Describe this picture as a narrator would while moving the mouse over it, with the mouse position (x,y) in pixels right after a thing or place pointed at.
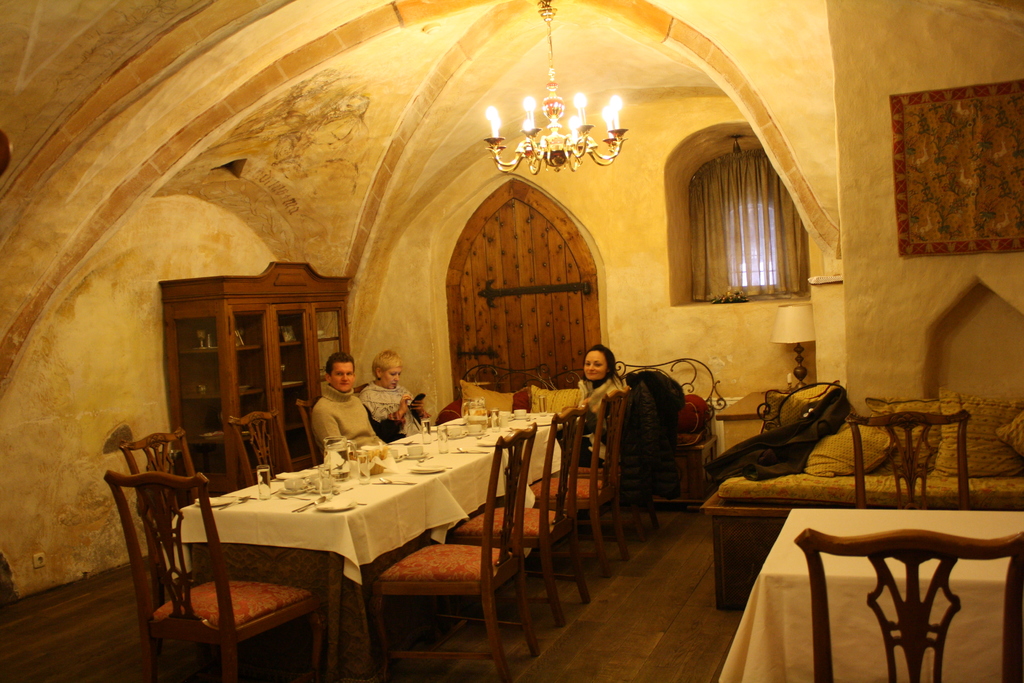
This image is taken inside a room (382,288). There are three people (376,405) in this room (435,427). In the left side of the image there is a chair (153,642). In the right side of the image (857,549) there is a chair (812,567) and table (798,554). At the background (470,246) there is a wall (412,294) with window (704,285) and door (545,285) and there is a cupboard (167,339) which is made of wood (229,359). At the top of the image (481,74) there is a roof (522,71) and a chandelier (583,132) hangs to it. At the bottom of the image (67,635) there is a floor (580,630).
